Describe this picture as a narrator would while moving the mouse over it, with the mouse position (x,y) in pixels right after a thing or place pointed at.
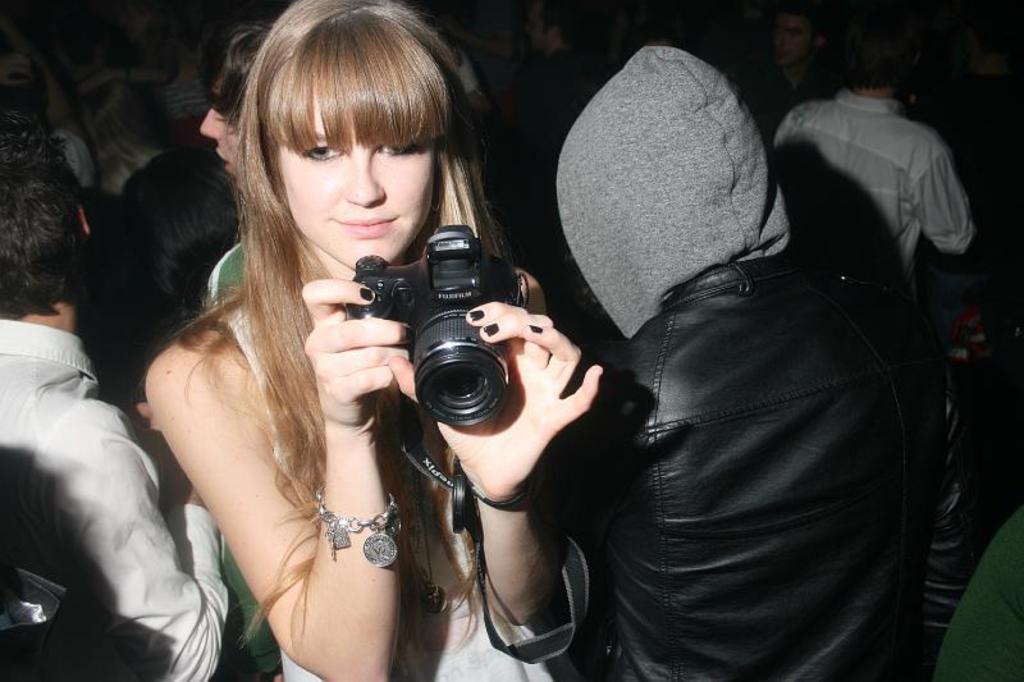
In this image I see a woman (449,563) who is holding a black color camera (404,293) in her hands (549,334) and I see that she is wearing white color dress (413,646) and I see number of people (686,51) and I see that it is a bit dark in the background (76,38).
